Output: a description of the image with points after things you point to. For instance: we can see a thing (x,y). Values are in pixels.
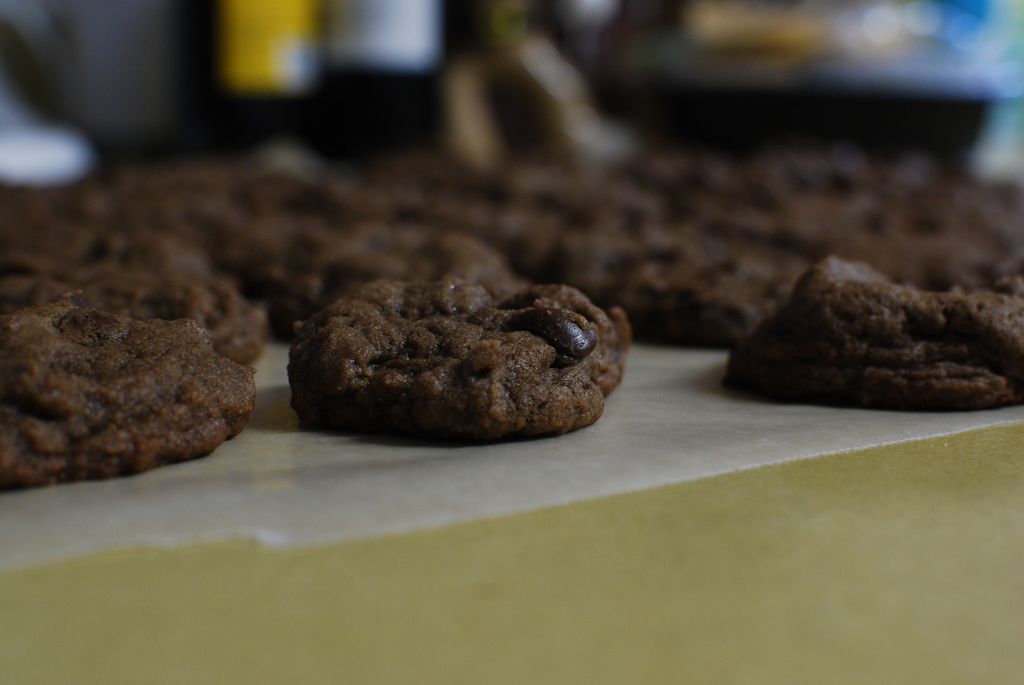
In this image, we can see a choco chips cookie (531,343) is placed on a paper (503,463). Top of the image (650,83), there is a blur view.
